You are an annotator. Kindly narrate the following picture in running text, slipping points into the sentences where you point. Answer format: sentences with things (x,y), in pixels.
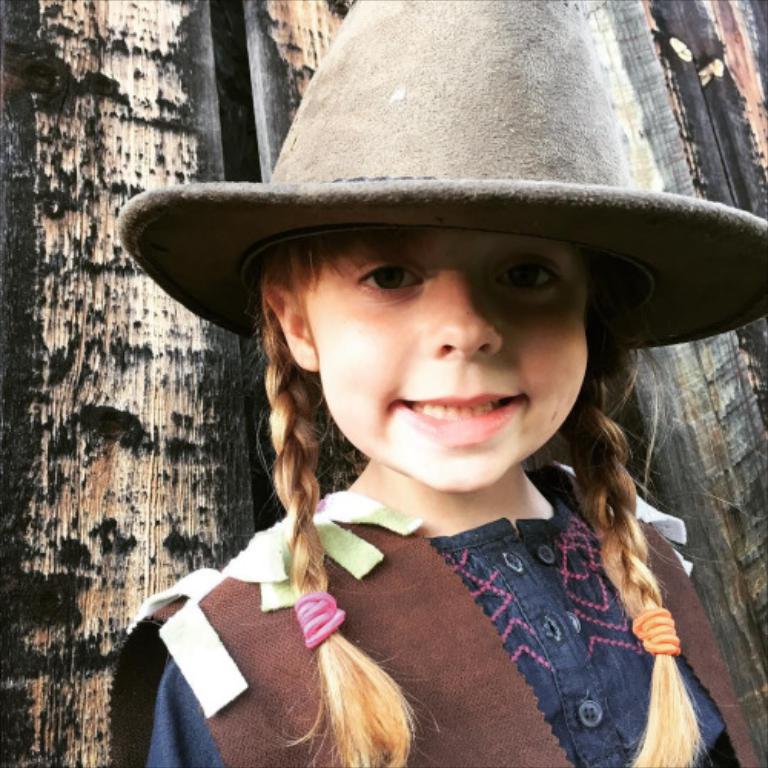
In this image in front (522,248) there is a girl (369,391) wearing a hat (623,261). Behind her there is a wooden wall (735,462).
